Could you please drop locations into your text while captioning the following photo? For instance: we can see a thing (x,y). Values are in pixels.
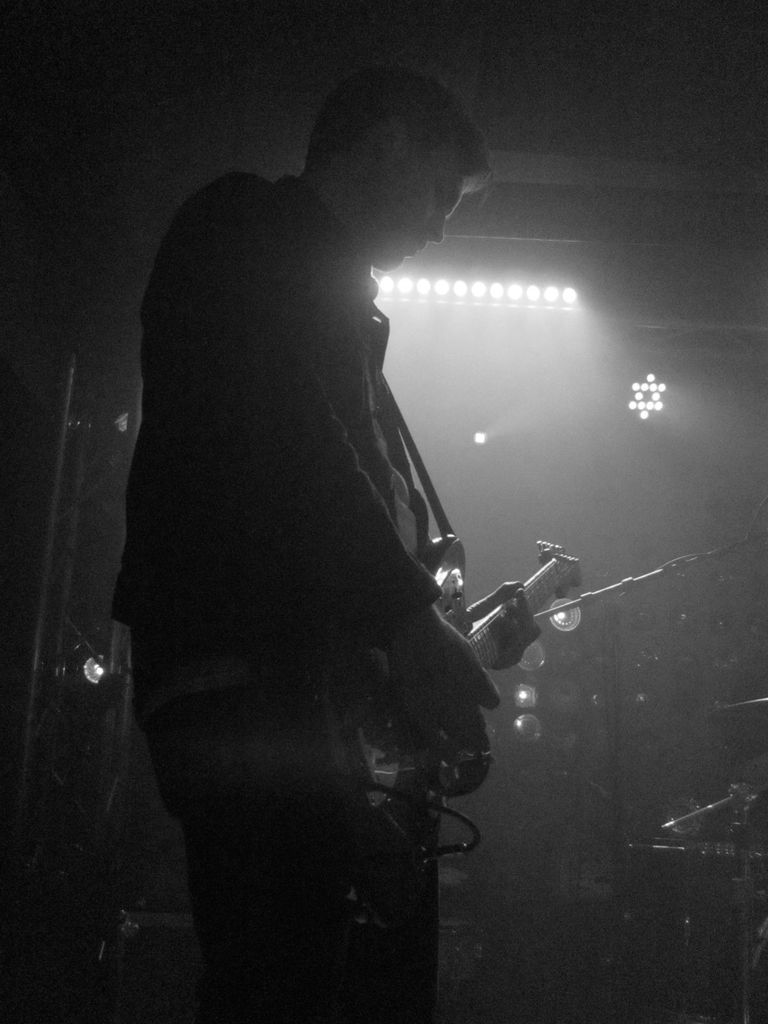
Here we can see a man (196,881) playing guitar (467,629) and there are lights (574,295) present.
